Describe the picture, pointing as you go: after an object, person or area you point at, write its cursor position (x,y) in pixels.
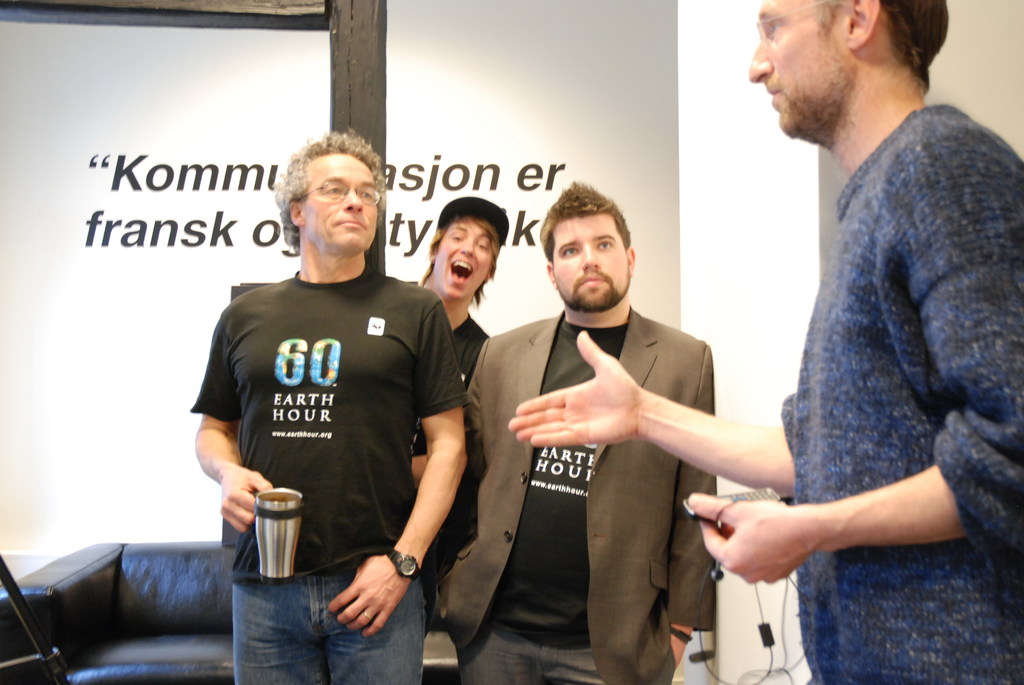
In this image we can see the persons (317,266) standing on the floor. Of them one is holding a coffee mug (278,540) in his hand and other is holding a i pod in his hand (738,545). Behind the persons (834,463) we can see a sofa set (147,605) and a wall (144,180) with some text (106,239).
